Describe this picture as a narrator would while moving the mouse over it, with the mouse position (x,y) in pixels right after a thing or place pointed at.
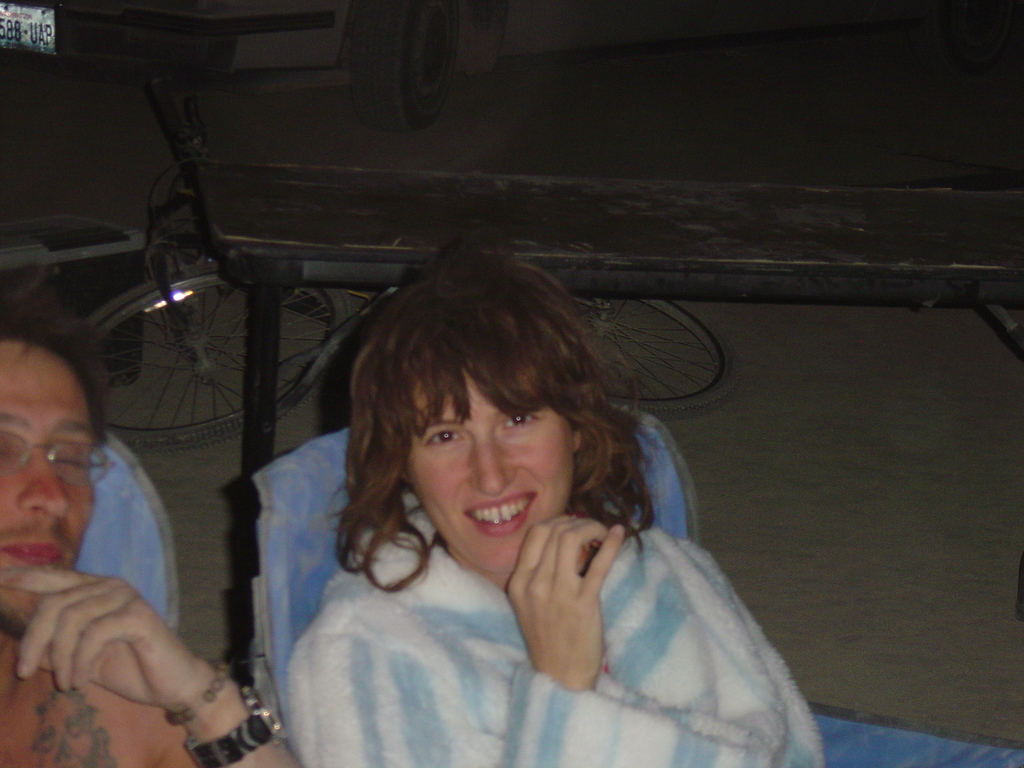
In this picture there are two people (332,608) sitting on chairs (326,441). In the background of the image (158,369) it is dark and we can see bicycle (346,311), vehicle (6,17) and box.
